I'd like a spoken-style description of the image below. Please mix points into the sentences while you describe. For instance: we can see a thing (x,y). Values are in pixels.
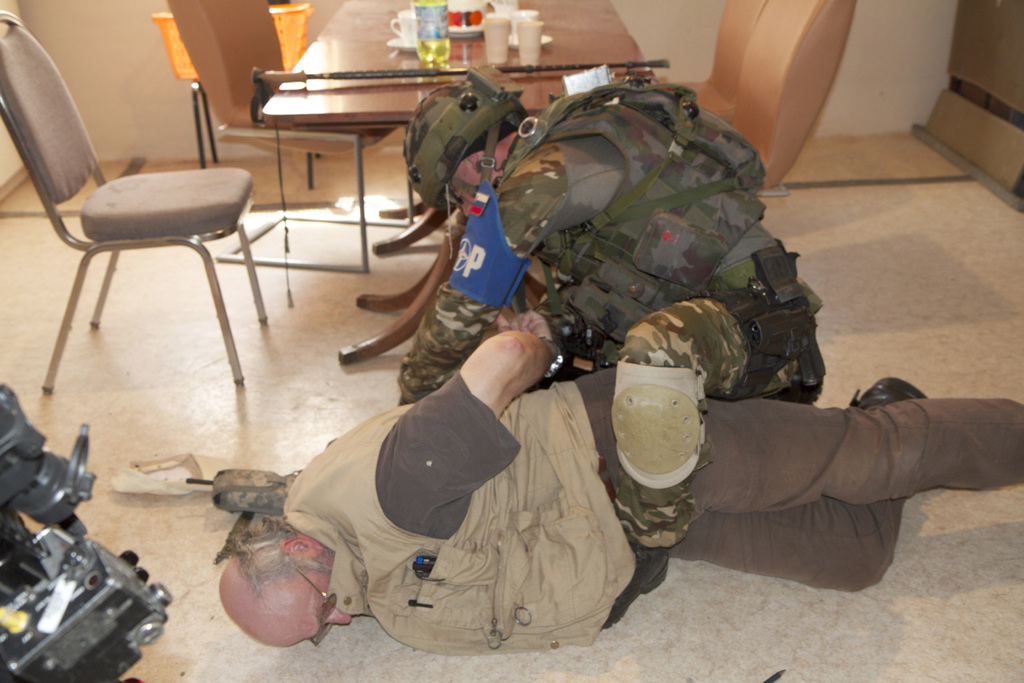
This picture shows two men (728,249) one is an army man (742,393) arresting a person (427,478) and we see a table (318,113) and some chairs (227,29).
